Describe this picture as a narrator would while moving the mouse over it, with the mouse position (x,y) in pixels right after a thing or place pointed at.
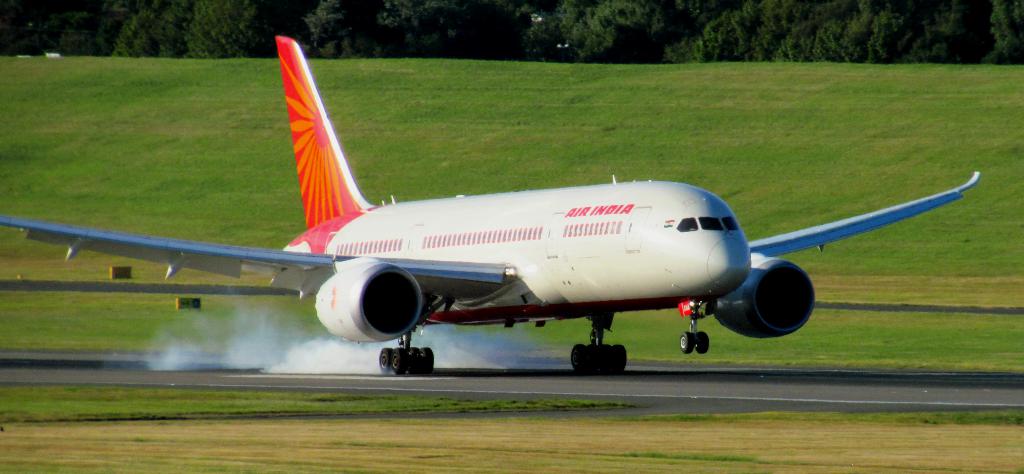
In the image we can see an airplane (583,252), road (869,397), smoke (345,364), grass (785,137) and trees (454,37).
